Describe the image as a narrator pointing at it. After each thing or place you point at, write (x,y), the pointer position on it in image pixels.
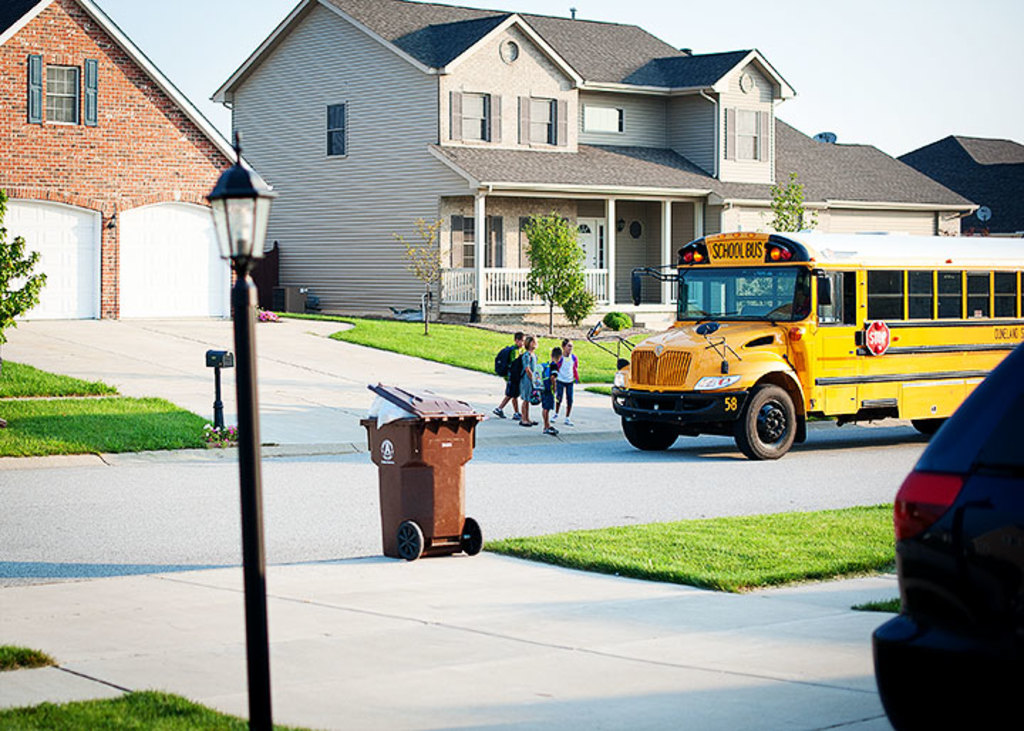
There is a road (610,460). On the road (623,462) there is a school bus (729,332). Near to that there are children (530,368) standing. There is a dustbin (435,477) and a light pole (250,345). Also there are grass lawns (75,421) and trees (569,316). In the back (383,128) there are buildings (569,148) with windows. And there is a building (591,236) with pillars (482,219) and railing (470,284). In the background (766,44) there is sky (839,44).
